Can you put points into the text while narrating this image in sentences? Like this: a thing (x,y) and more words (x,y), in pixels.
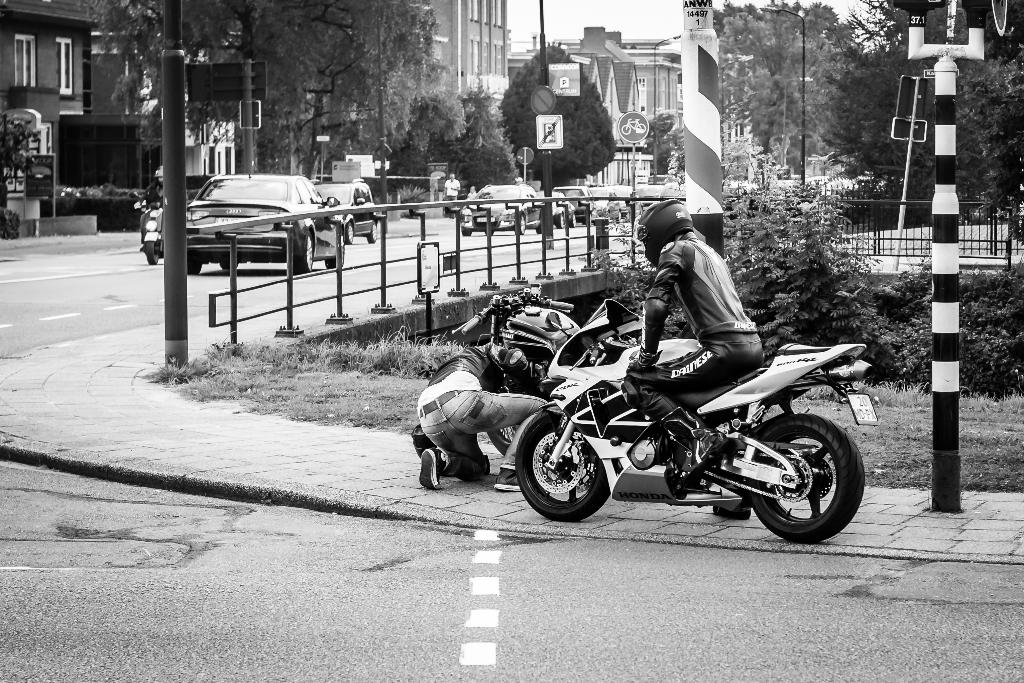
In this picture we can see a man (702,236) on the bike (819,527). He wear a helmet (672,223). This is the road (137,514) and there are some vehicles (509,217) on the road (353,273). There is a pole (175,12) and in the background (123,73) we can see some buildings (455,22). These are the trees (833,108) and this is grass (356,367). Even we can see sky (568,14) here.
